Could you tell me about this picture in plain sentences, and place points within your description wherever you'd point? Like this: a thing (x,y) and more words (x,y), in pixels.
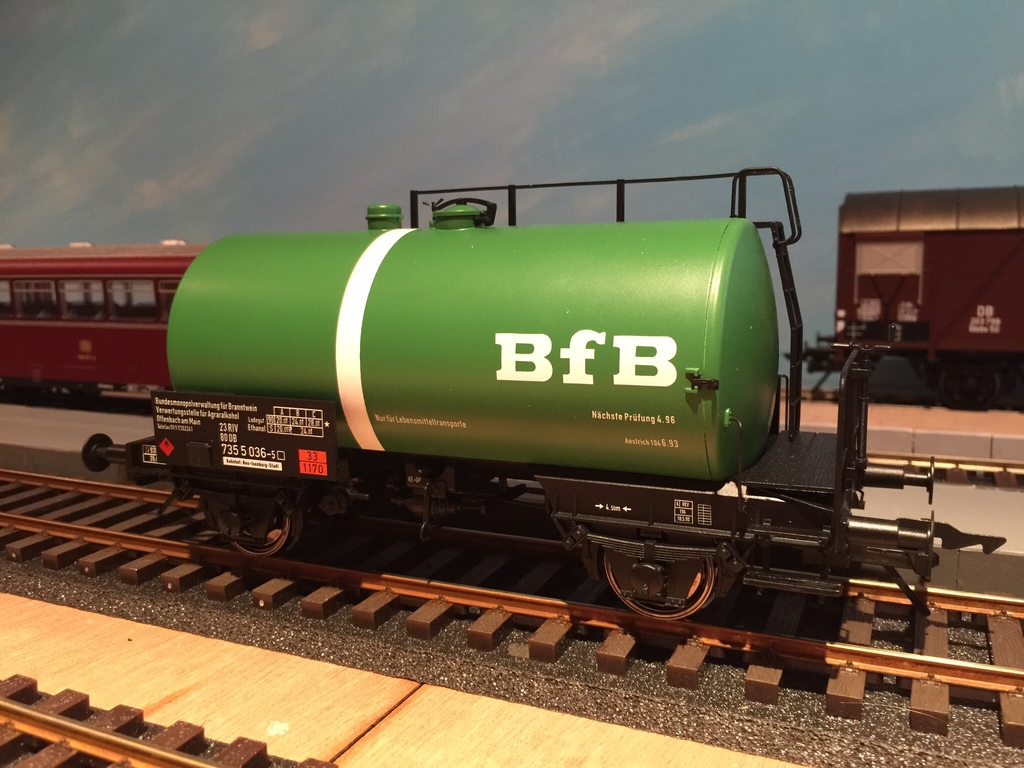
In this picture I can see scale model trains (445,496) on the tracks (580,564), and there is blue background (606,49).
